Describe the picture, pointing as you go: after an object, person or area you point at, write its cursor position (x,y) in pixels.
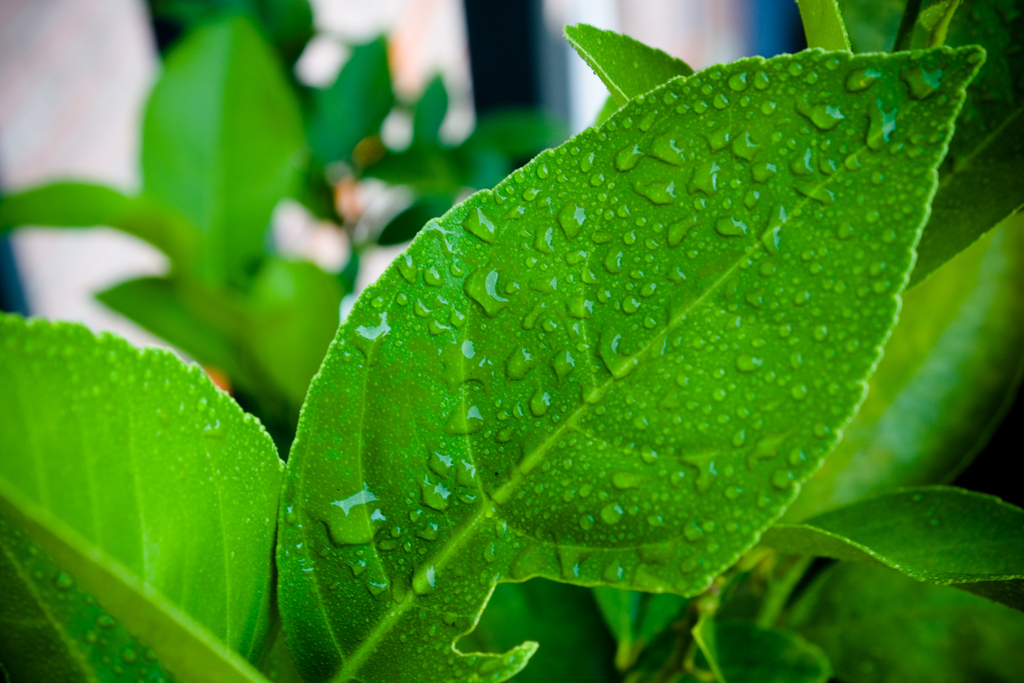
In this picture we can see leaves (568,281) with water drops (805,150) on it and in the background (408,134) it is blurry.
